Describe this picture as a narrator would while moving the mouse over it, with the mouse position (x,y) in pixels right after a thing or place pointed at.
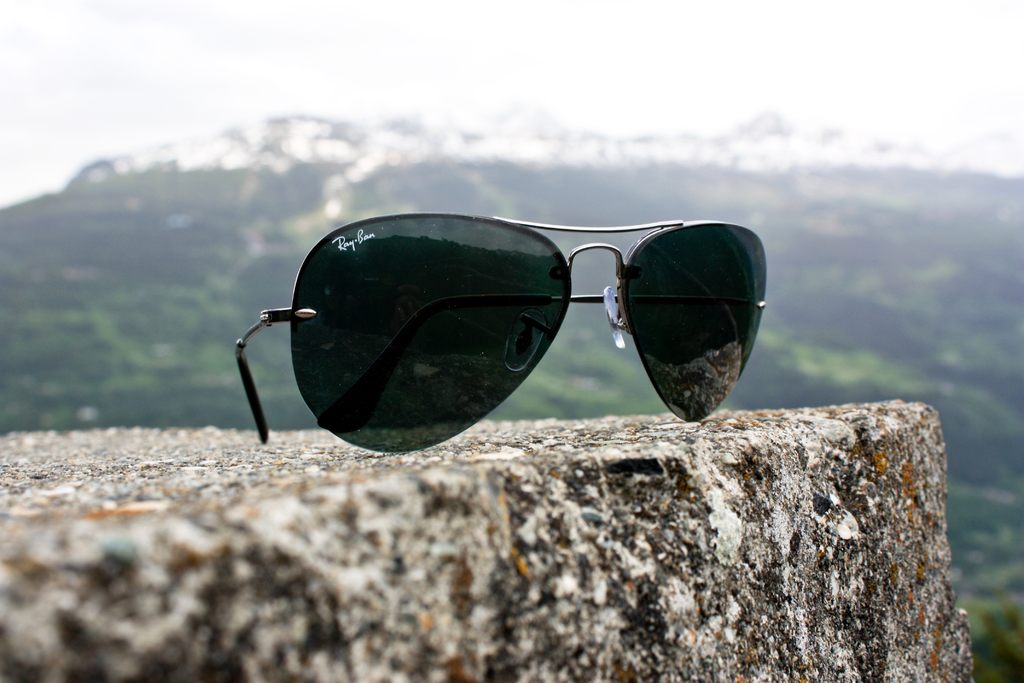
In this picture we can see a ray ban sunglasses (472,306) on a rock (459,449). Behind the ray ban sunglasses (493,313), there's a hill (363,176) and a sky (286,42).
